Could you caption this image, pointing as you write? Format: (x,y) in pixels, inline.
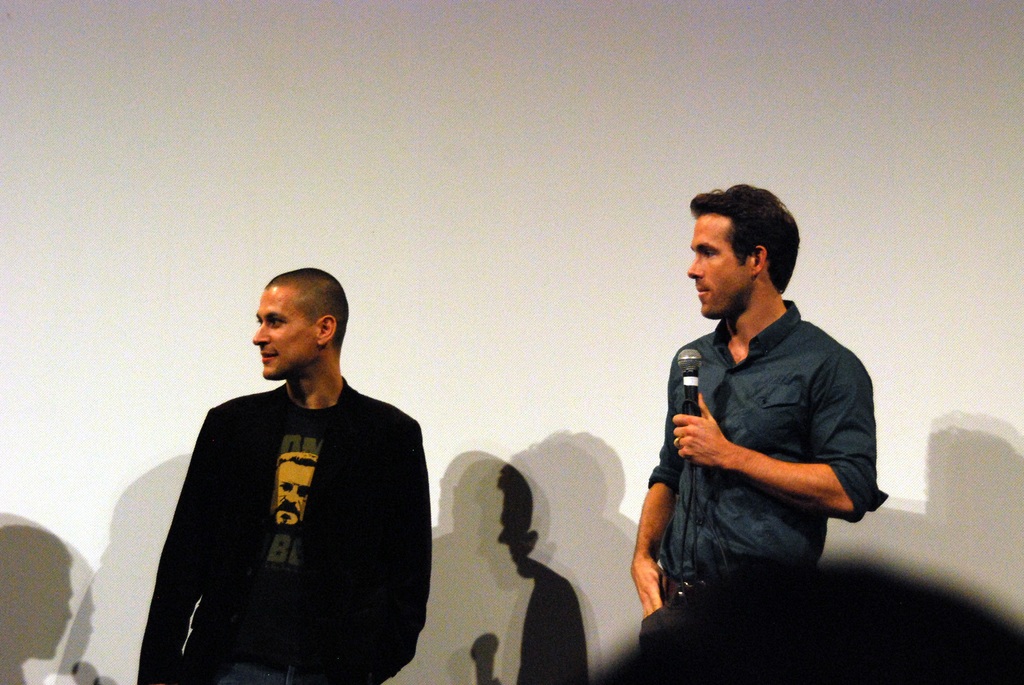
In this picture we can see two men (360,407) standing and a man (707,265) holding a mic (688,381) with his hand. In the background (628,159) we can see the wall (520,305).
